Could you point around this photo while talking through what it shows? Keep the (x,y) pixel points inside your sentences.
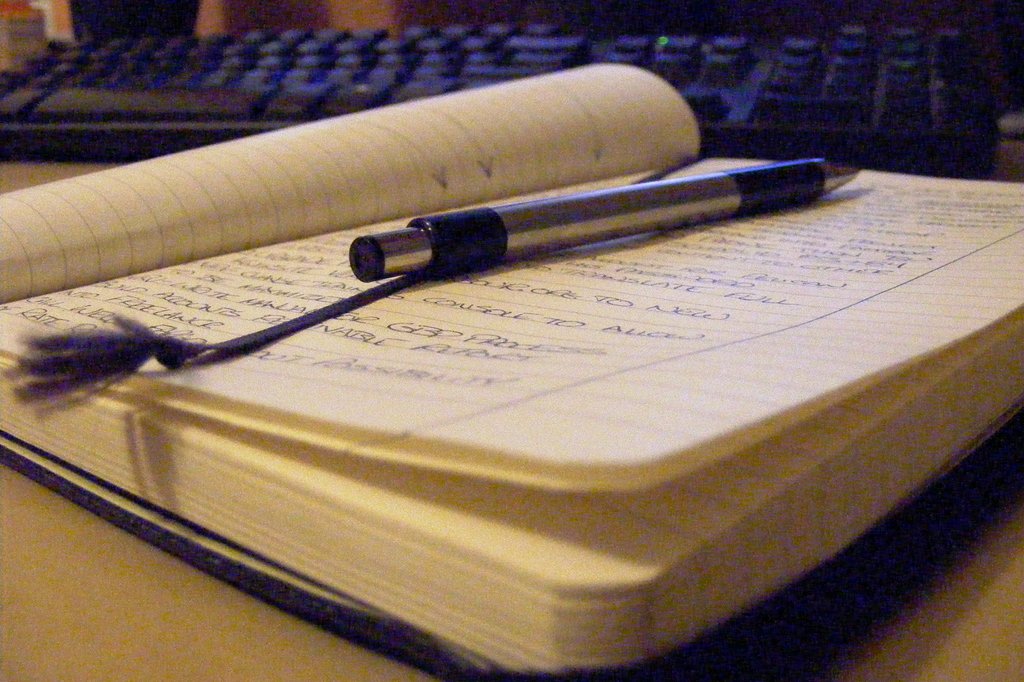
In this picture we can see a book (168,492) with a pen (436,220) on it, keyboard (600,59) and these are placed on a table (50,610).
